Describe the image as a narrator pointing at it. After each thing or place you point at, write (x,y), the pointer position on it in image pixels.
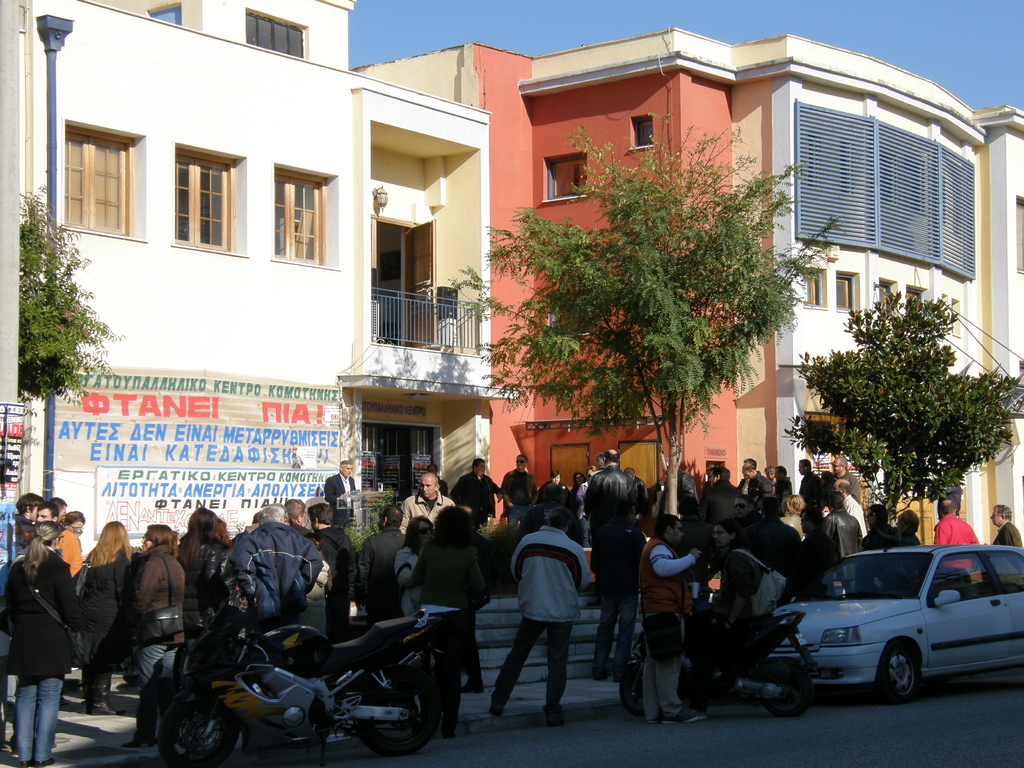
This is the picture of a road (514,744). In this image there are group of people (585,518) standing on the road (763,747) and there is a person (737,624) sitting on the motor bike (752,661). There are motorbikes (755,649) and there is a car (821,666) on the road (959,746). At the back (526,263) there are trees (526,263) and buildings (969,276) and there is a pole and there is a hoarding (159,462). At the top (560,42) there is sky (721,35). At the bottom (711,715) there is a road (842,698).
